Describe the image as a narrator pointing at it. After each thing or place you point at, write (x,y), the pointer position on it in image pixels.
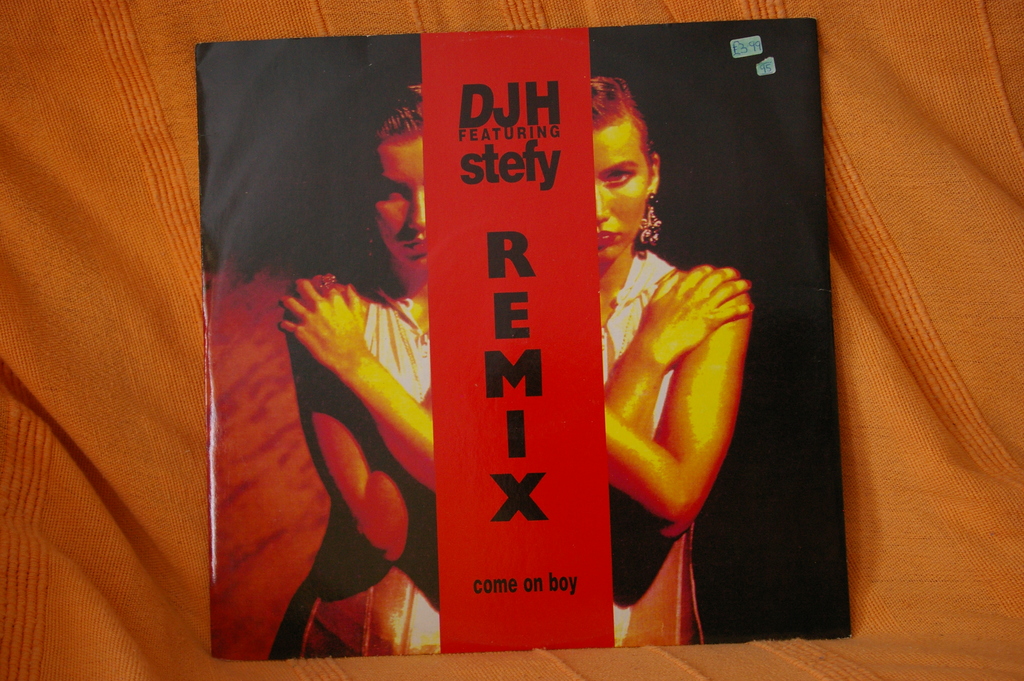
In the image in the center (579,416) there is a record sleeve (749,159) on the sleeve (579,236) there is a depiction of two images (420,285) of a woman (627,273) and there is text (514,257), and in the background (179,273) there is cloth (140,440).
